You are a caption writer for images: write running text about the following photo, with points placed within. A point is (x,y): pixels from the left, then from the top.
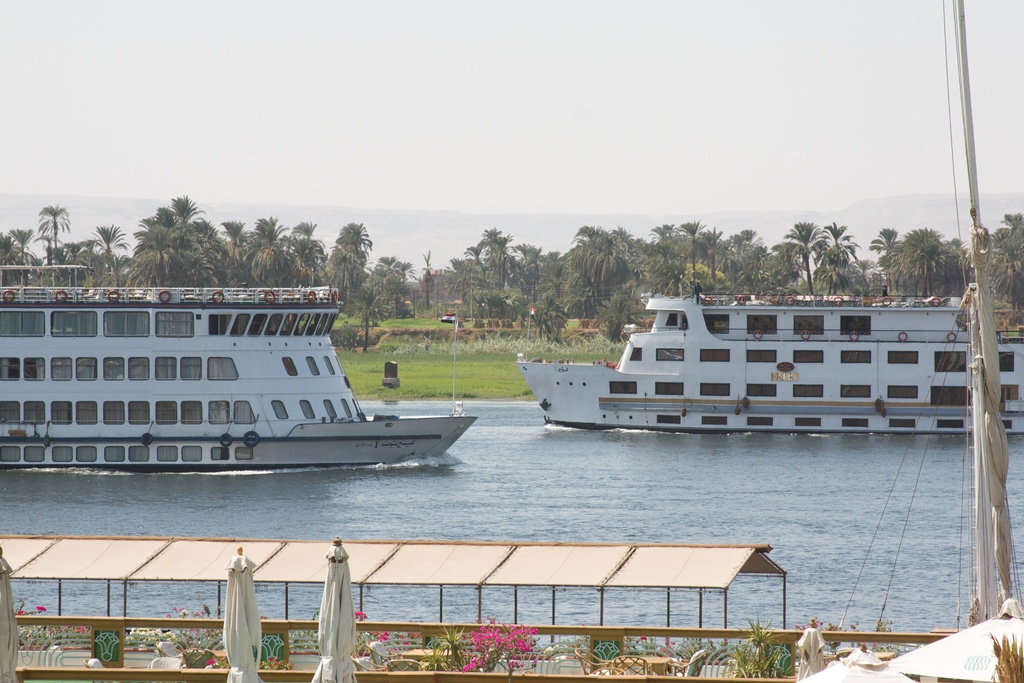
In this picture there are ships (763,313) on the right (744,362) and left side of the image (265,323), on the water (610,471) and there are umbrellas (252,593), flowers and a boundary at the bottom side of the image (876,666) and there is greenery (562,311) in the background area of the image (552,306).
